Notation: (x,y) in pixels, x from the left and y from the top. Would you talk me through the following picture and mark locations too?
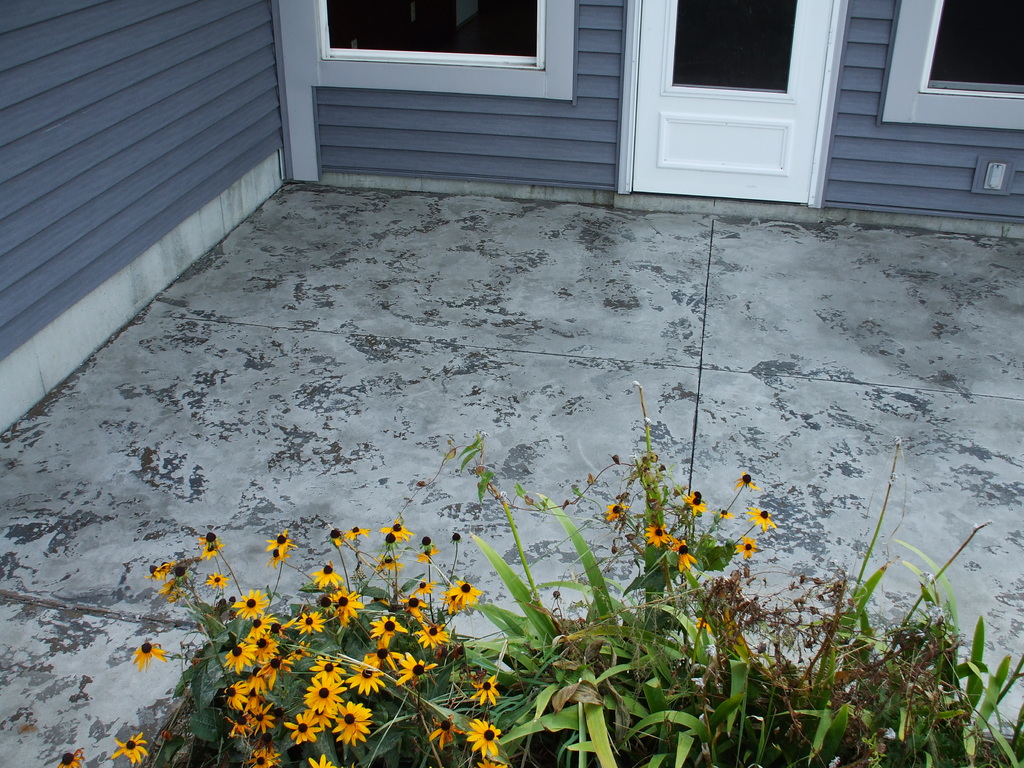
In this image I can see few plants (939,745) and I can also see few flowers (474,736) in yellow color, background (956,19) I can see the door (762,105) in white color, two glass windows (519,53) and the wall (187,123) is in gray color.
